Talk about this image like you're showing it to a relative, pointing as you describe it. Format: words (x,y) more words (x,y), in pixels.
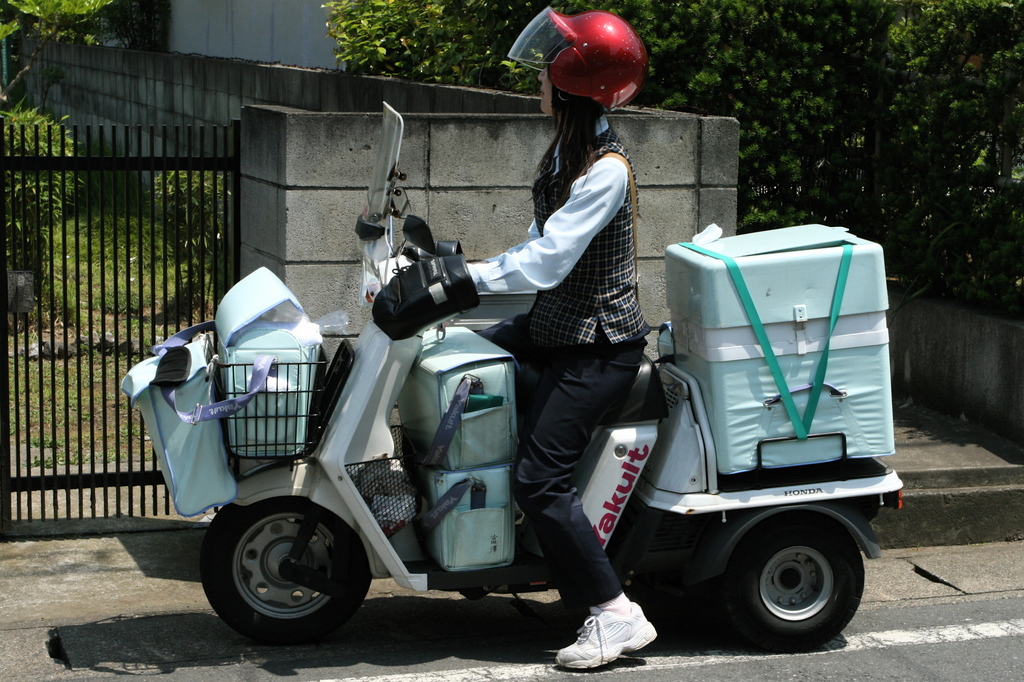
In this image, I can see a woman (552,352) with a helmet (607,85) and gloves (423,280) and she is sitting on a motorbike (624,458) with the bags (419,368). On the left side of the image (104,315), I can see an iron gate (52,257). There are trees (467,76), plants (45,130) and the wall (422,136).
